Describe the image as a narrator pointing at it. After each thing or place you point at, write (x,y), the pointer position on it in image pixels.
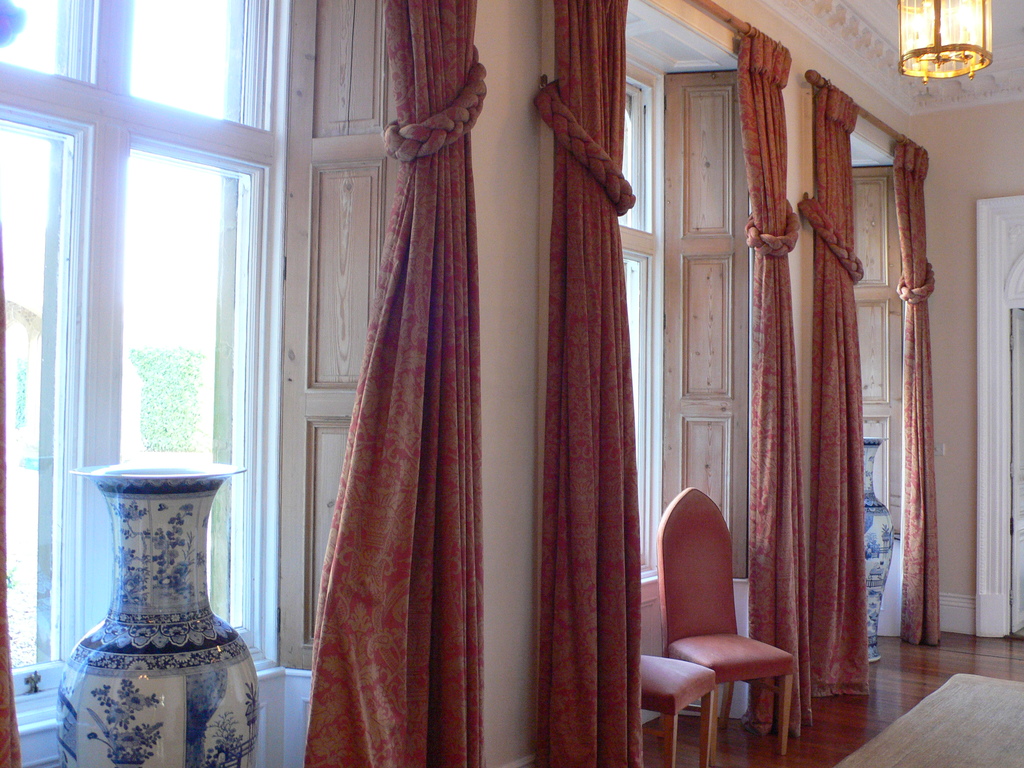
The image is inside the room (440,489). In the image on left side (127,490) there are three windows (645,168) and curtains (601,234) which are in red color and a flower pot (185,529) in middle (529,466) there is a wall (964,389) which is in pink color. On roof (884,24) we can see a light (946,53).
